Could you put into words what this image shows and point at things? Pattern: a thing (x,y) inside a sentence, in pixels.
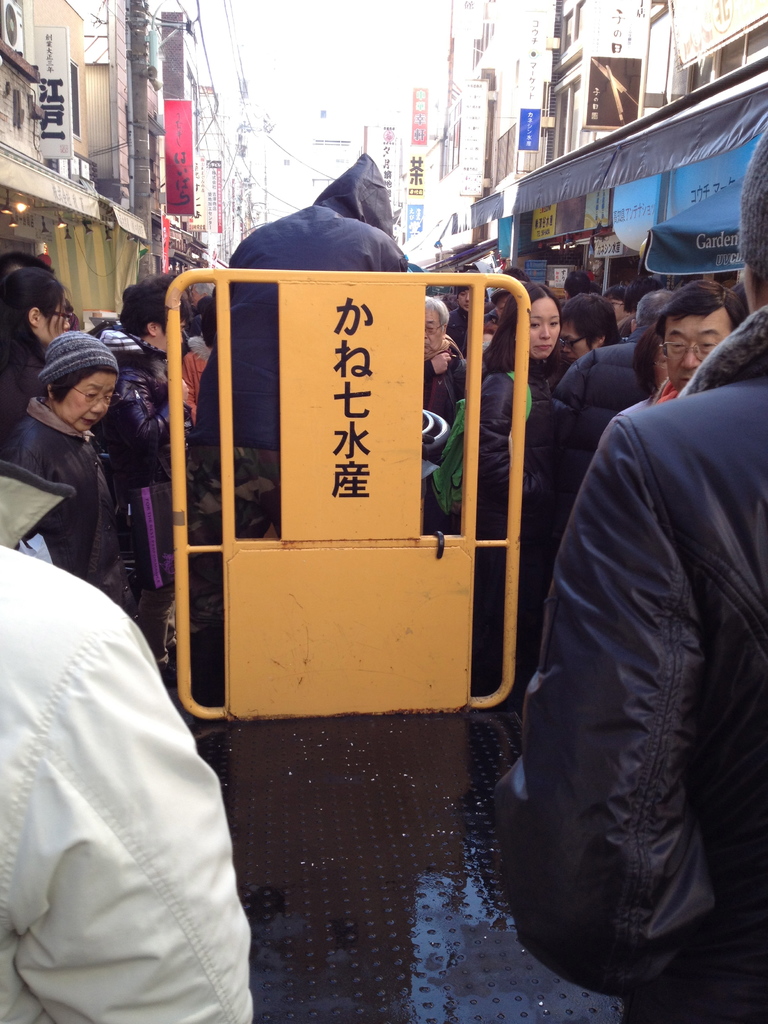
Here we can see people (271,252) and board (368,586). Background (186,159) there are buildings (123,78) and hoarding (177,156). These people (199,492) wore jackets (700,529).
